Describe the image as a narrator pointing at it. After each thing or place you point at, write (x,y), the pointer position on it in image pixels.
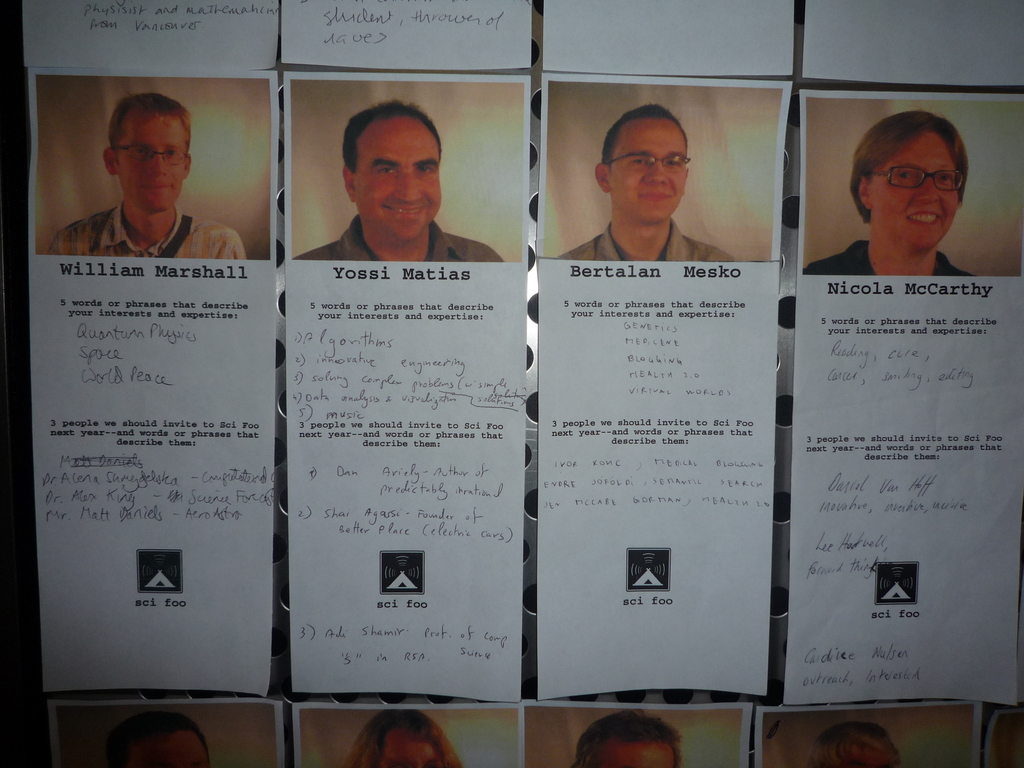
In this image there are papers (590,199), there are persons (171,187) on the papers (683,218), there is text (904,459) on the papers (575,479), at the background of the image (533,273) there is a metal object (531,342).
